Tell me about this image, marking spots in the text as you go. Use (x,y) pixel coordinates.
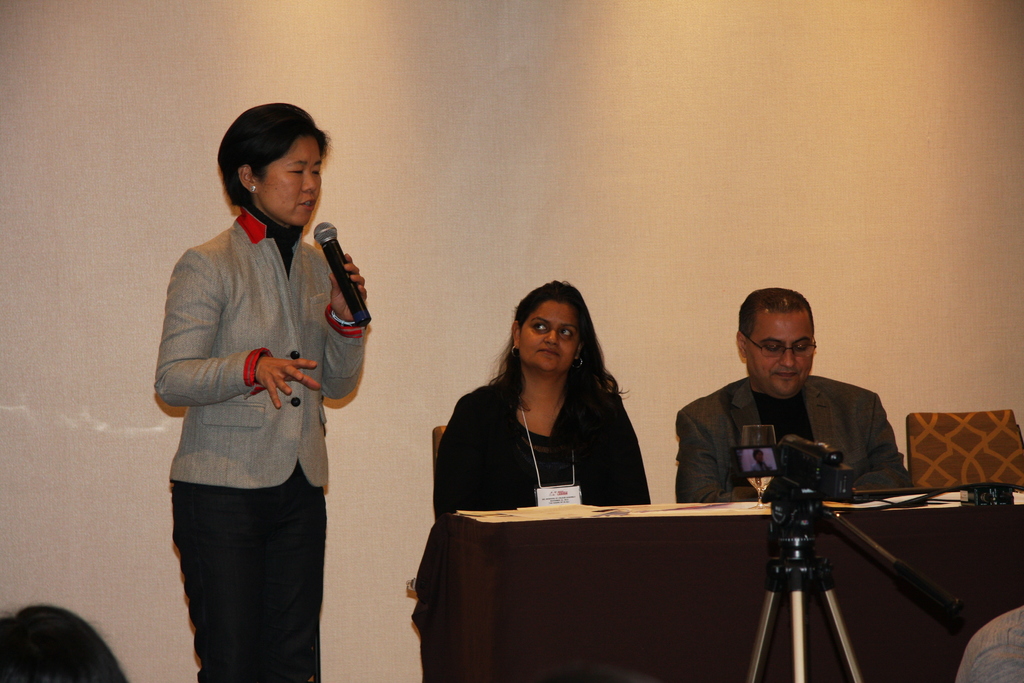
A woman (279,139) is speaking with a mic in her hand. There is another woman (449,422) and a man (706,470) sitting in chairs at a table (565,551) beside her. There is a video camera (824,499) in front of them.
